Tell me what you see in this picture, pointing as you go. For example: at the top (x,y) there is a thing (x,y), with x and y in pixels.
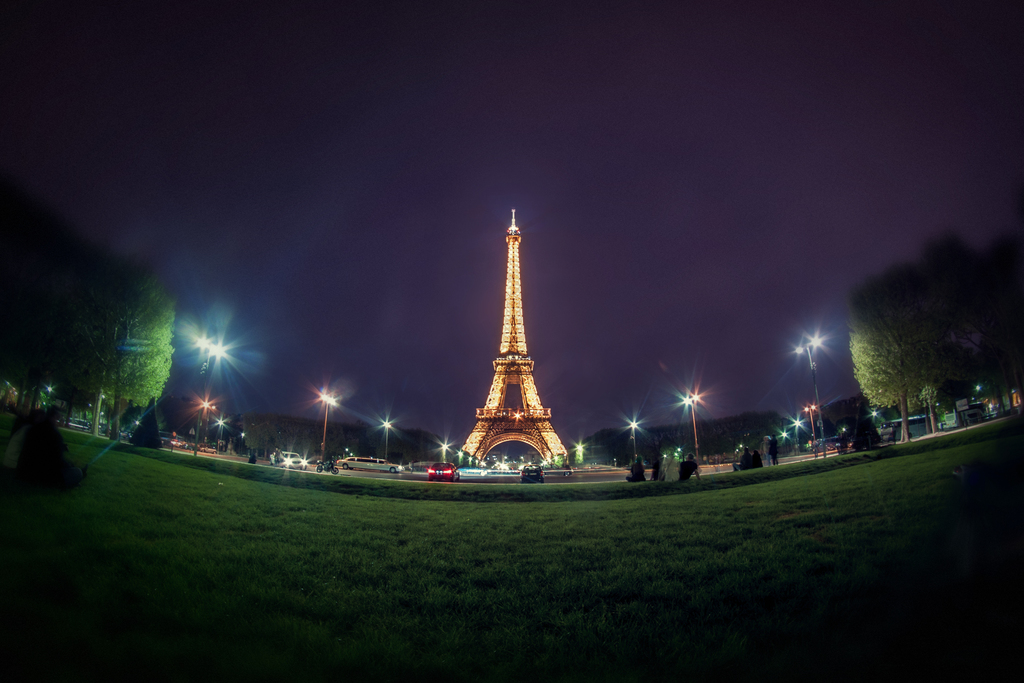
This is an image clicked in the dark. At the bottom of the image (332,612) I can see the grass (578,599). In the background (217,416) there are trees (314,442), vehicles (441,467) on the road (316,464), street lights (318,395) and a tower (521,376). At the top (683,126) I can see the sky (685,121).
